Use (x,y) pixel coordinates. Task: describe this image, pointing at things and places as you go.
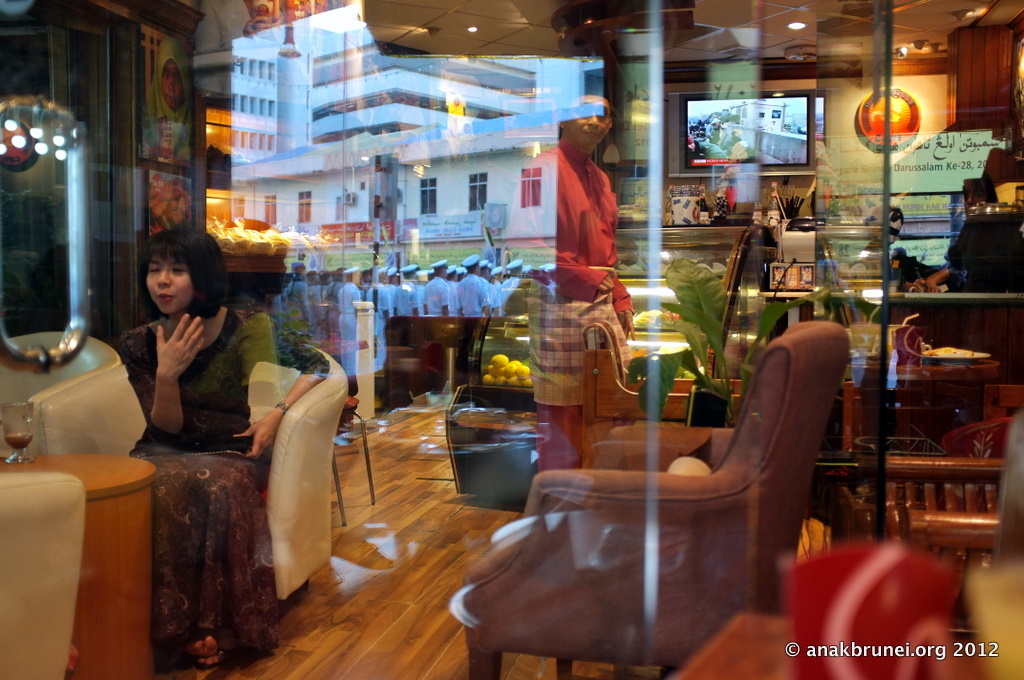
This picture shows a woman (190,417) sitting in the sofa (300,515) in front of a table (119,487). There is a empty sofa (660,536) here. In the background (307,292), there is man (573,399) standing and some soldiers (422,284) assembled here. We can observe a television (736,143) and some food items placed in the desk (715,244) here.
